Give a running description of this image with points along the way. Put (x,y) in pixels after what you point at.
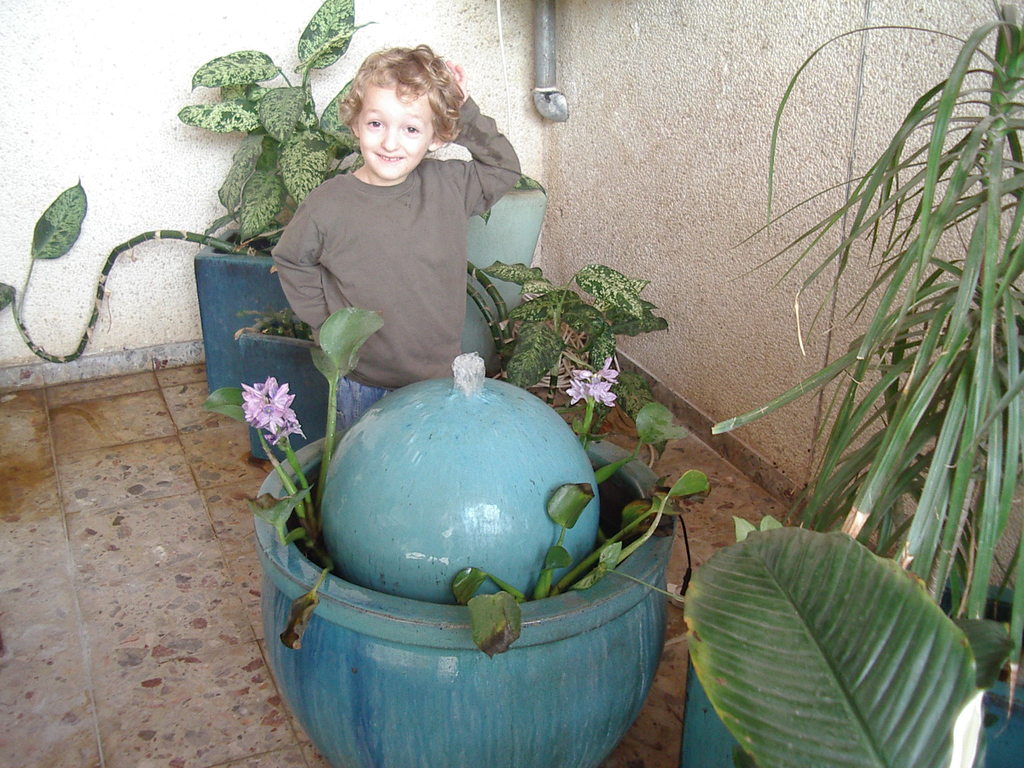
In the center of this picture (389,281) we can see a kid (344,248) wearing t-shirt (391,220), smiling and standing on the floor (233,420) and we can see the potted plants (702,478), flowers (281,409) and a ball like object (458,472) is placed in the pot (493,694). In the background (721,105) we can see the wall (345,59) and a metal object (537,15).
